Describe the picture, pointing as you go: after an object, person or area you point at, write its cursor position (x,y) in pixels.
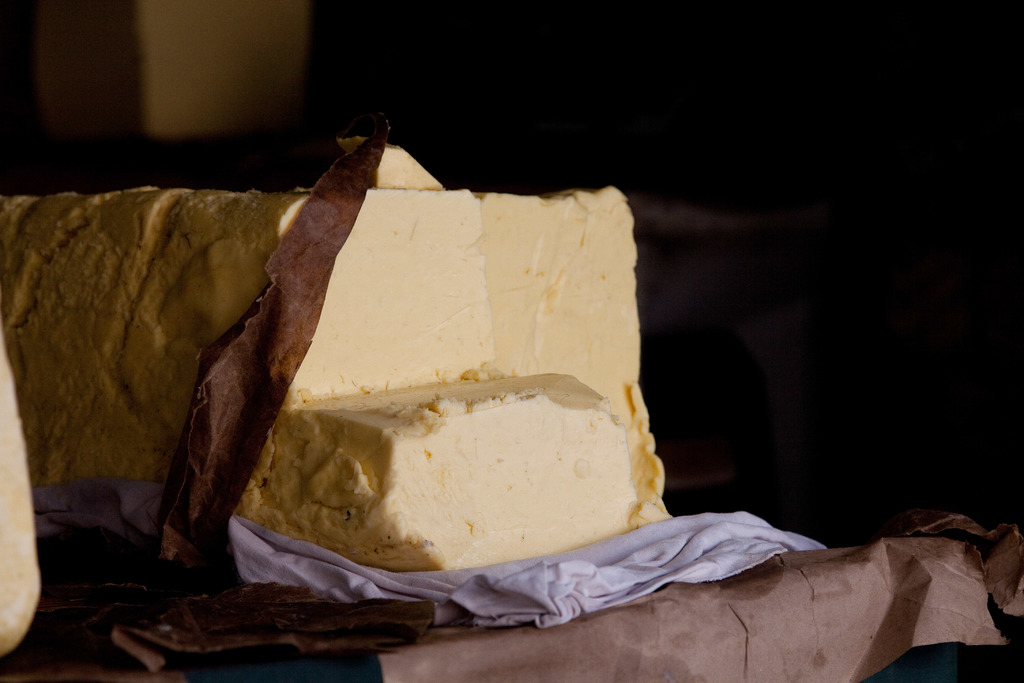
In this picture I can see a block of cheese (502,557) and a cloth (604,566) on an object (671,585), and there is dark background (612,119).
